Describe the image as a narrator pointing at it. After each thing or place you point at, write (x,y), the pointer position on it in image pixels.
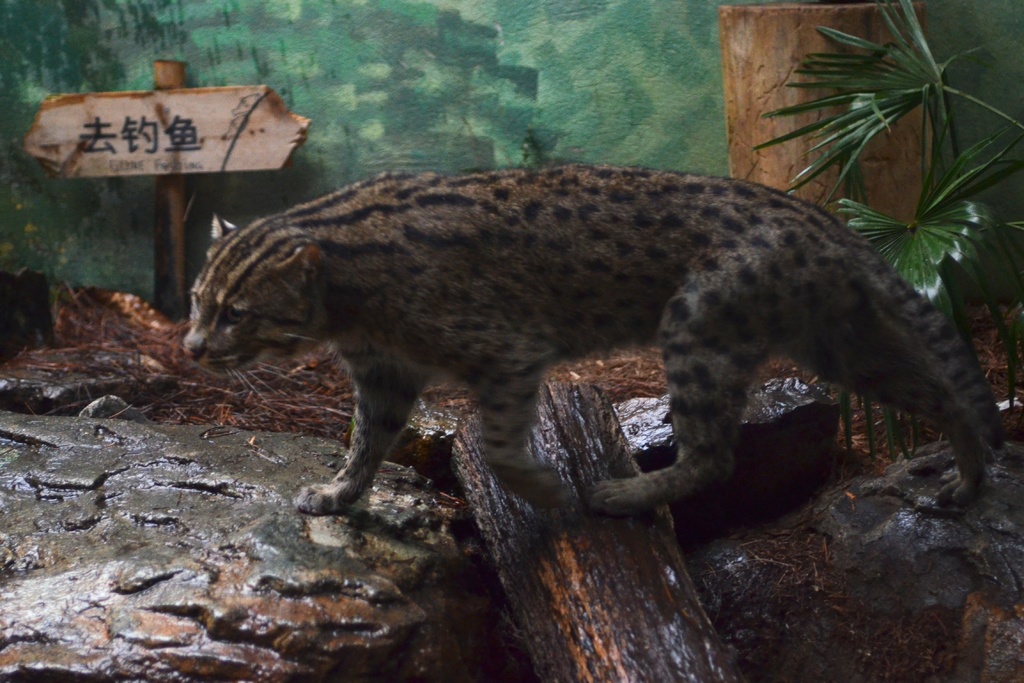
In the center of the image (574,349) there is a animal (621,335). At the bottom of the image (595,458) there is a tree trunk (483,479). At the background of the image (489,12) there is a wall (424,59) and there is a sign board (123,171).
